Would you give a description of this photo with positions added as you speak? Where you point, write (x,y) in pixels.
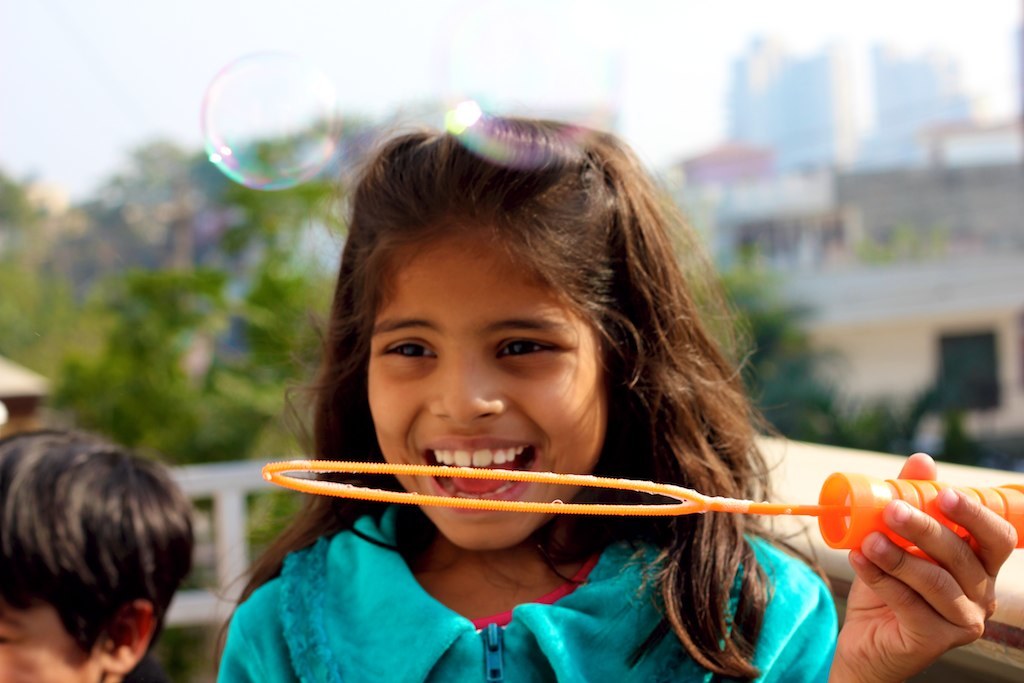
In this picture there is a girl (648,459) who is holding this orange color object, beside her we can see boy (77,594). On the background (1012,414) we can see buildings (1012,414), trees (74,360) and other objects (882,456). On the top (501,63) there is a sky (431,72).
